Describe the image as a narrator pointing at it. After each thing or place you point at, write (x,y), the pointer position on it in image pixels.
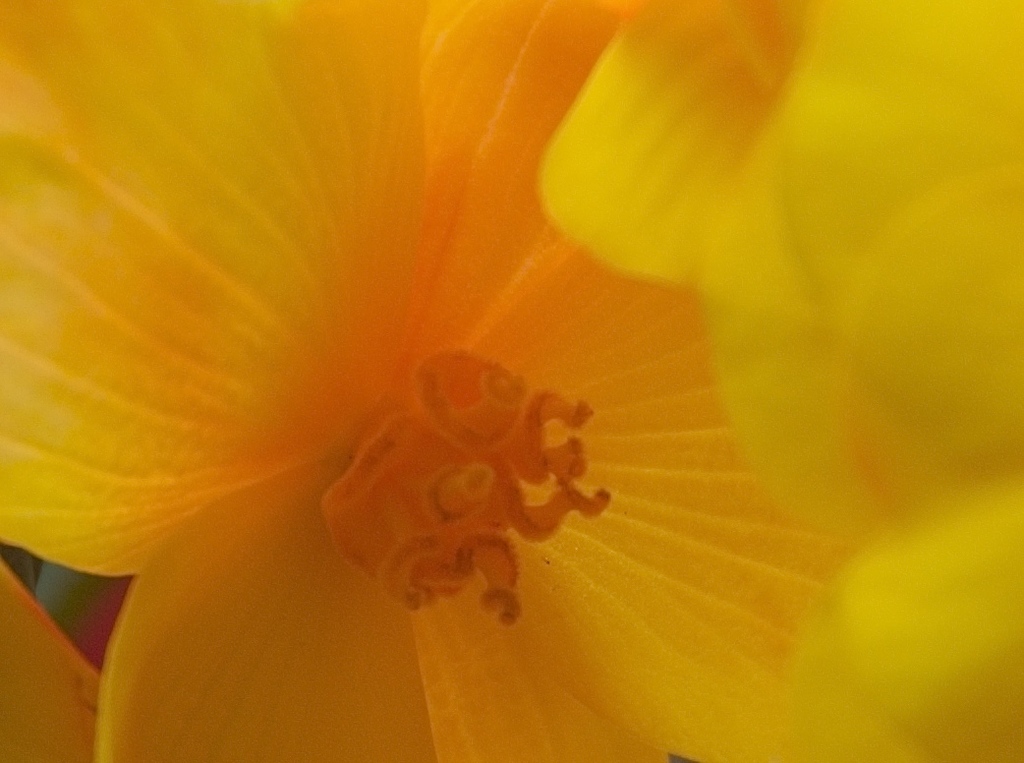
In this image there are flowers (358,606). There are yellow petals (196,262) to the flowers (501,482). In the center (403,459) there are pollen grains (403,459).
